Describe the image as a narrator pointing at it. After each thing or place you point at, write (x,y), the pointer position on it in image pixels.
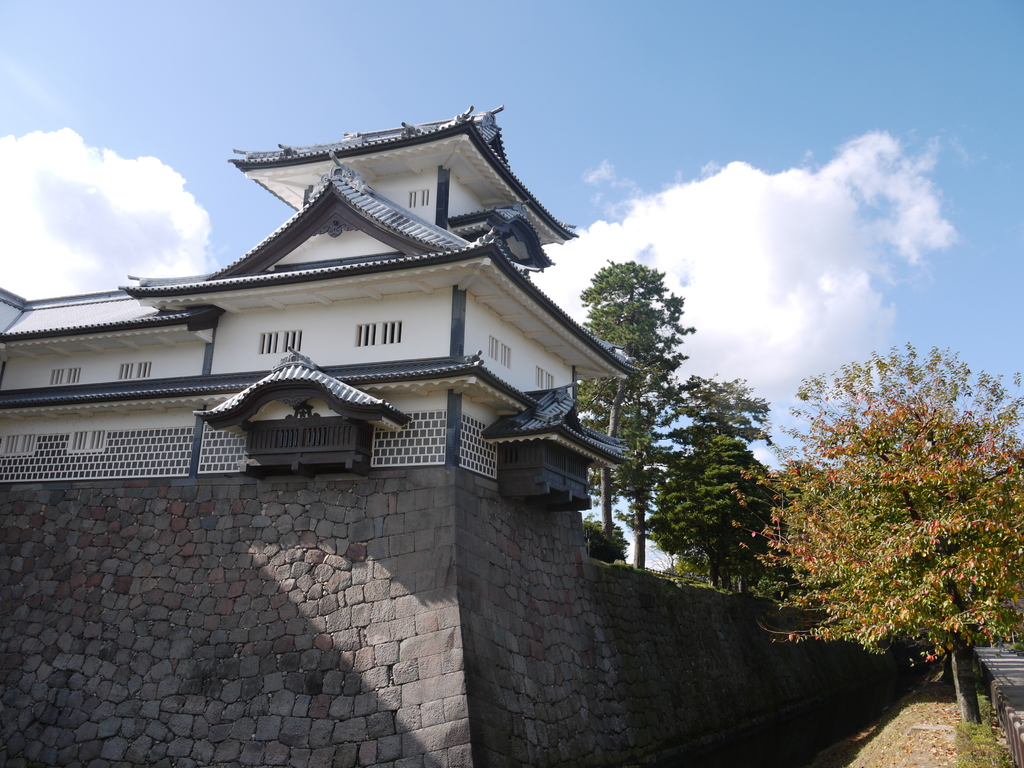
In this image there is a building (434,389) in the middle (467,405). At the bottom (351,652) there is a stone wall (577,636) around the building (461,386). On the right side (813,540) there are trees (716,472). At the top (698,96) there is the sky (698,96).
